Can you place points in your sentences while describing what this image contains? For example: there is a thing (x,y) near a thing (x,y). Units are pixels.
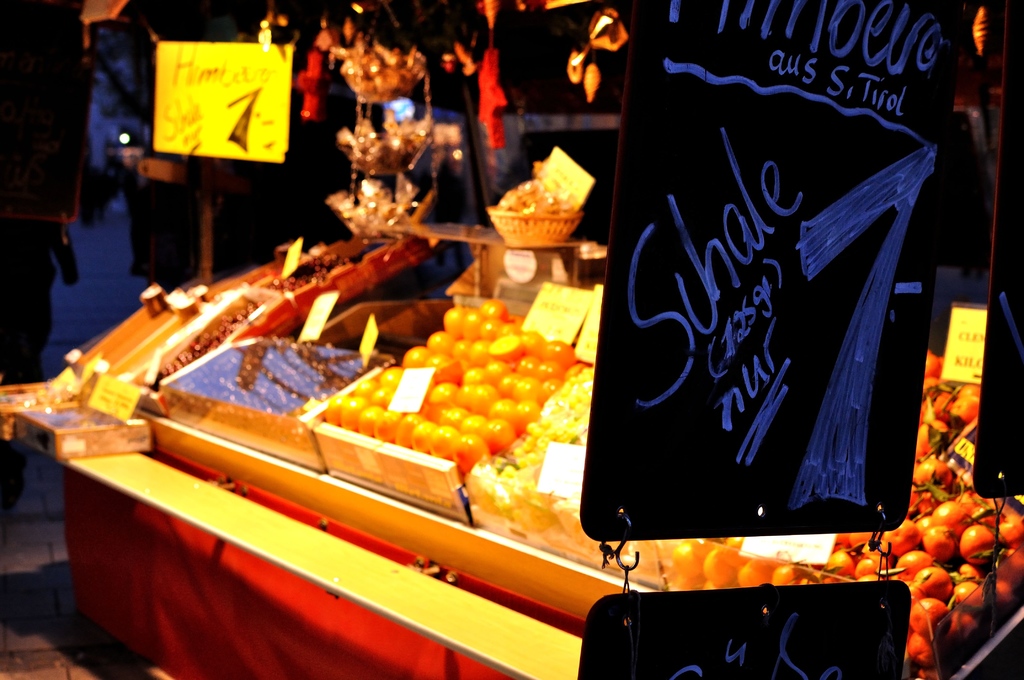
In this picture I can observe black color board (739,299) on the right side (691,459). There is some text (706,278) on the board (737,315). I can observe some fruits (439,366) and vegetables (523,455) placed on the table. I can observe yellow color light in this picture. The background (108,277) is dark.
